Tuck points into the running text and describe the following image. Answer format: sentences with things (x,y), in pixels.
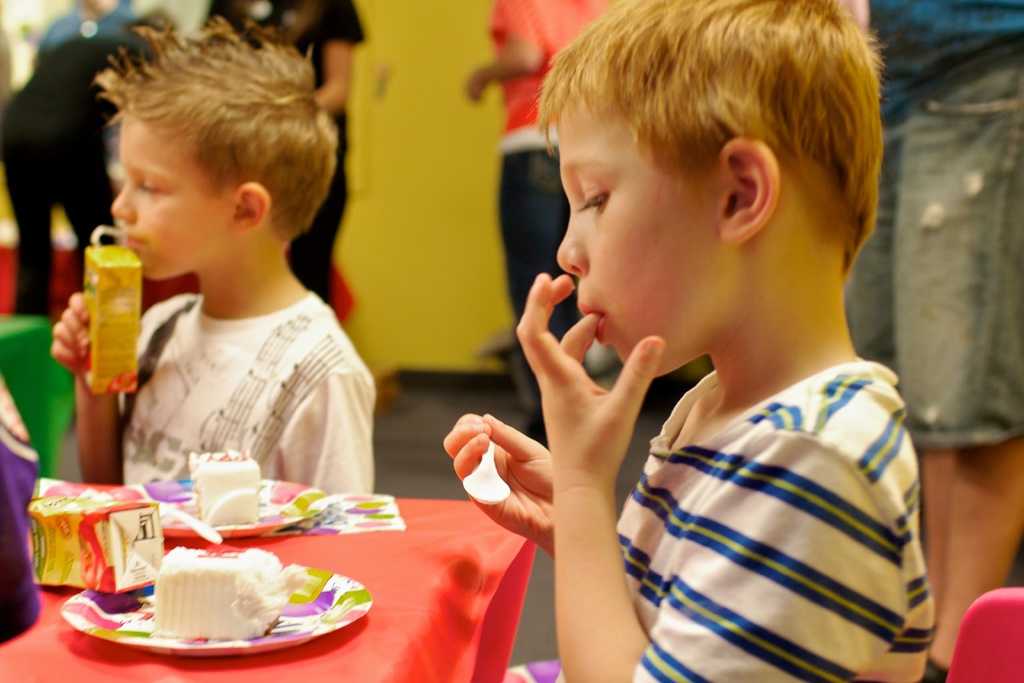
In this picture we can see two boys (212,302) where one is drinking with straw (98,233) and other is licking finger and in front of them on table (165,672) we have plate (294,634) with cake (212,595) in it, spoon (180,519) and in background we can see some persons (515,199) standing.
